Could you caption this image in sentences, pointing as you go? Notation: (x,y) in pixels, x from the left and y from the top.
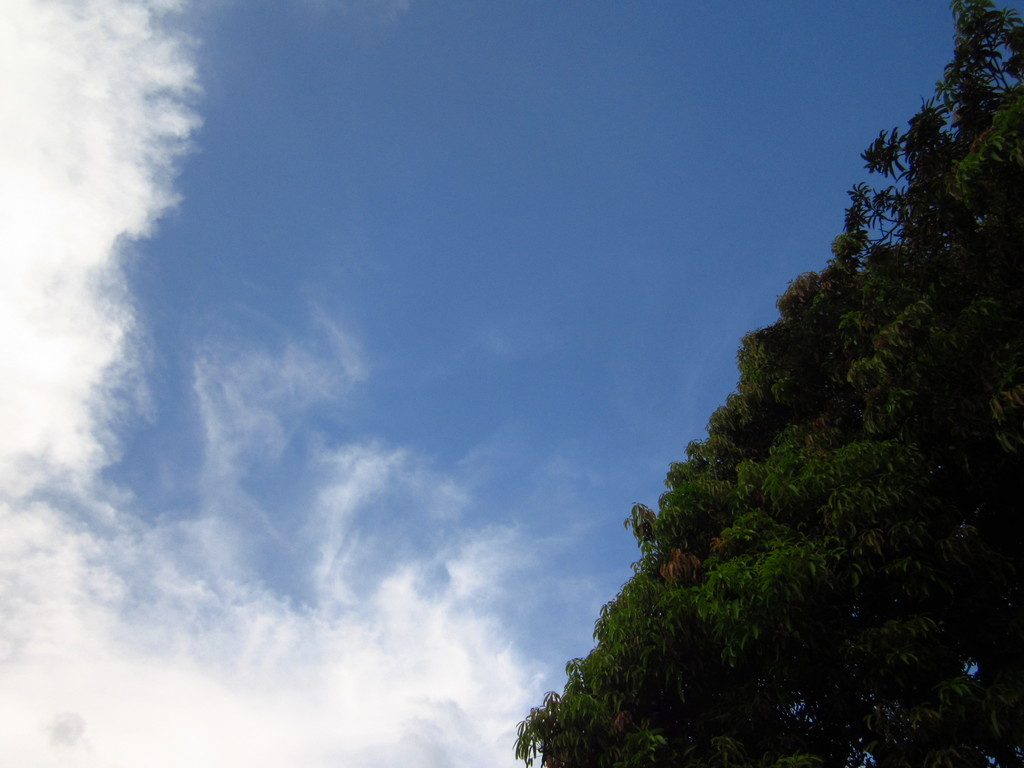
In this picture we can see trees (774,671) and in the background (632,499) we can see sky (647,479) with clouds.
